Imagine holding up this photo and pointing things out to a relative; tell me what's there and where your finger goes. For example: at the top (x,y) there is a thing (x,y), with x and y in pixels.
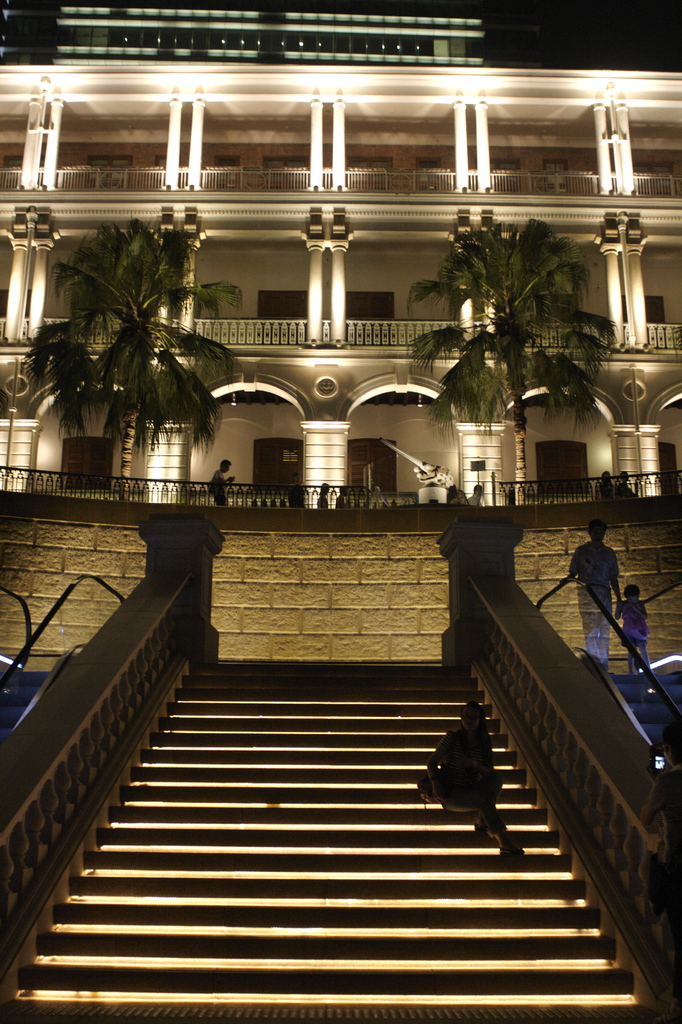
In this picture there is a building (642,106) and there are trees (482,275). In the foreground (451,702) there is a staircase (259,705) and there are escalators (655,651) and there are two persons (585,605) standing on the escalators (669,591) and there is a person (426,762) sitting on the stair case (373,856). At the back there are group of people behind the railing (607,479) and there are lights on the building (144,123). At the top (588,21) there is sky (594,27).
